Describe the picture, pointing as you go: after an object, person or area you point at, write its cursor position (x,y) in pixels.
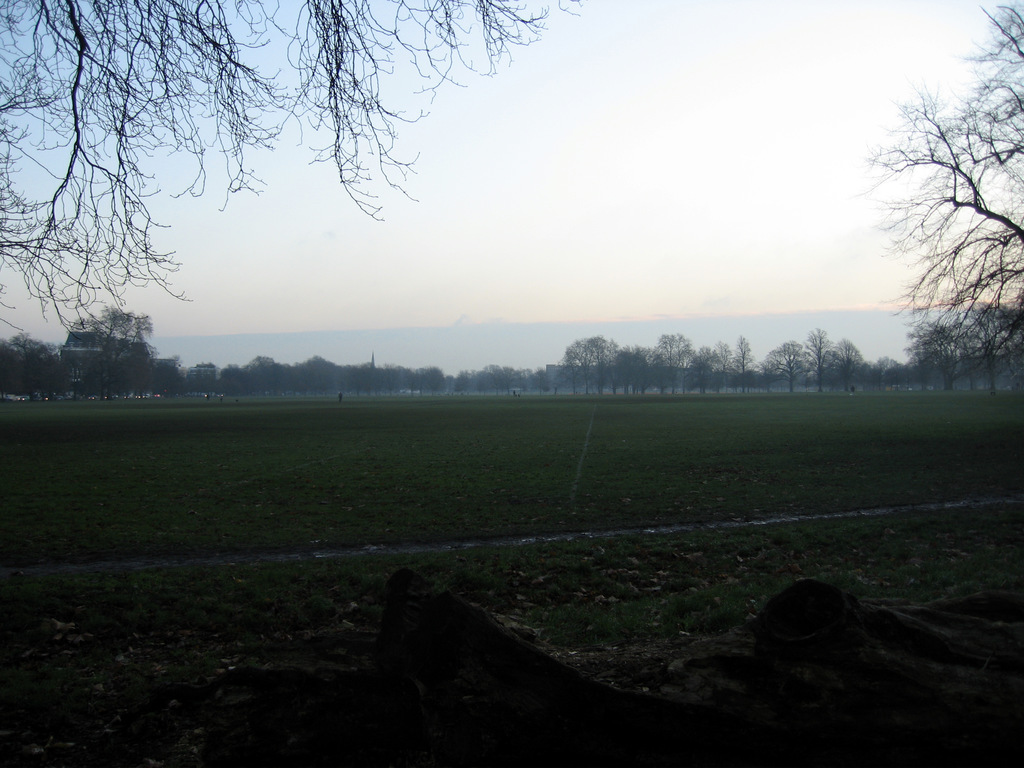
In the picture I can see trees (530,386), the grass (367,473), a building (72,388) and some other objects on the ground (171,442). In the background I can see the sky (635,255).
